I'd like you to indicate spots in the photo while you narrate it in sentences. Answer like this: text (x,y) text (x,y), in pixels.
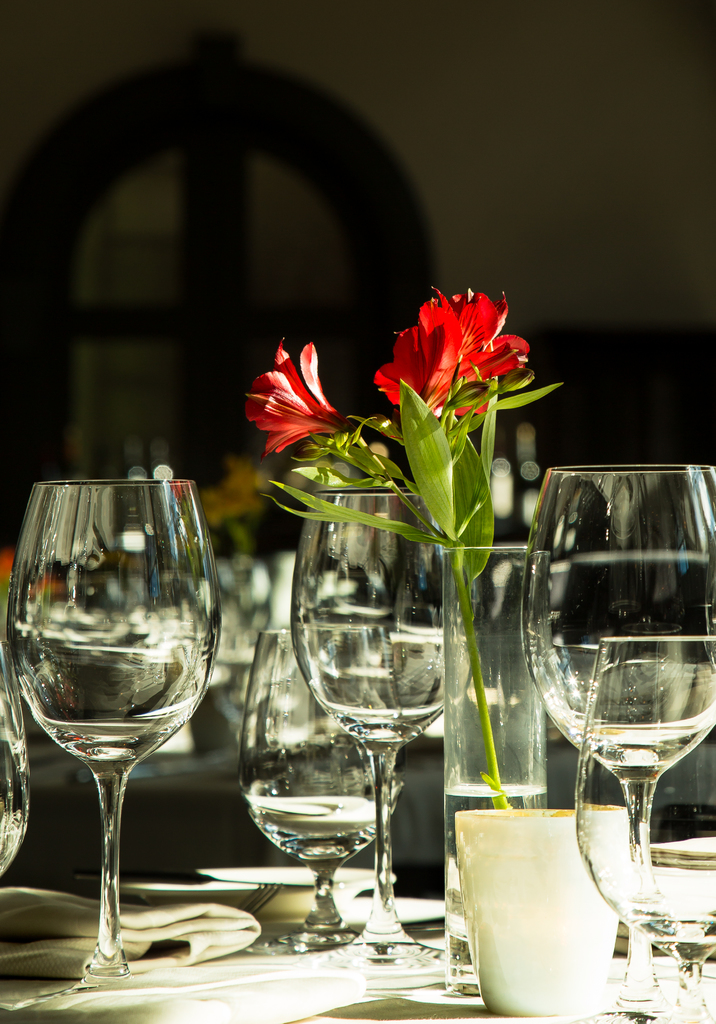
In this image there are glasses (314,645), napkins (23,925), flowers (421,516) with leaves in a glass jar (446,793), a cup (558,837) on a table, in the background of the image (255,588) there are some objects (258,579) on the table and there is a door (327,203) on the wall (459,212).
